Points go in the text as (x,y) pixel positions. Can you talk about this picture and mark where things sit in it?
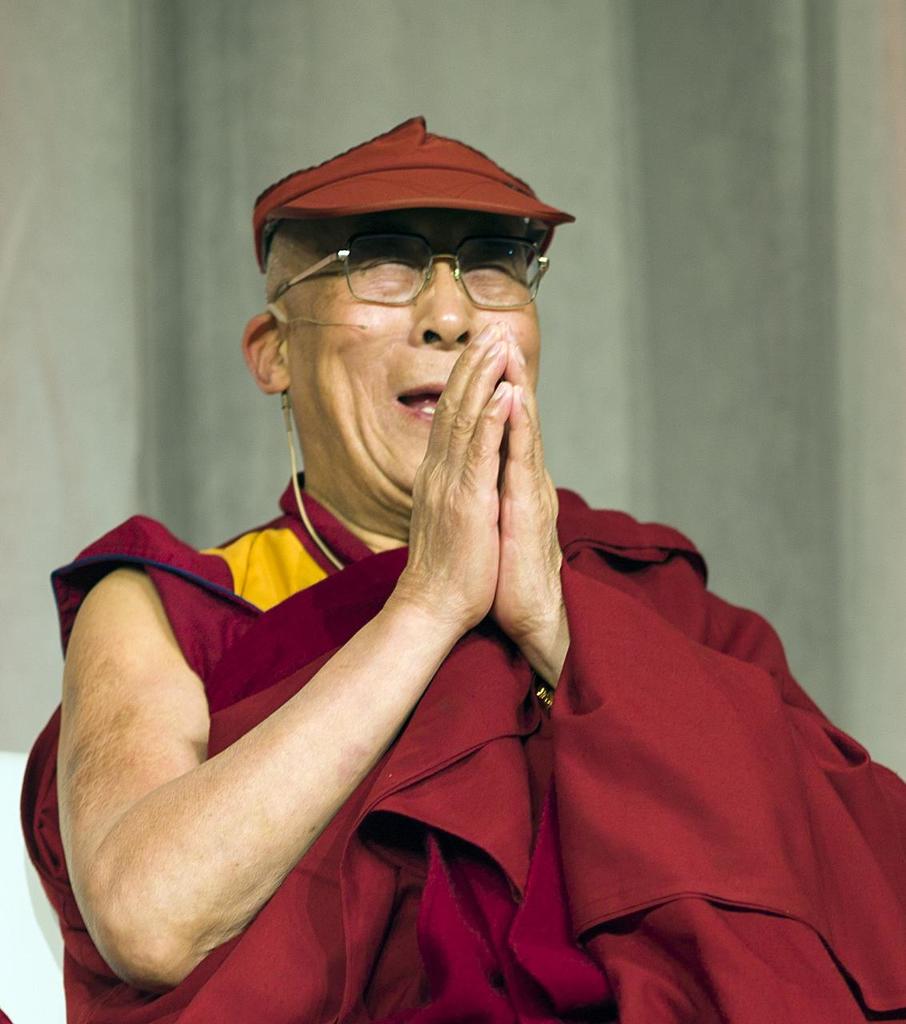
In the image there is an old monk (318,524) in maroon dress (272,617) and cap (440,191) praying, and in the back (578,451) there is wall (579,169).
